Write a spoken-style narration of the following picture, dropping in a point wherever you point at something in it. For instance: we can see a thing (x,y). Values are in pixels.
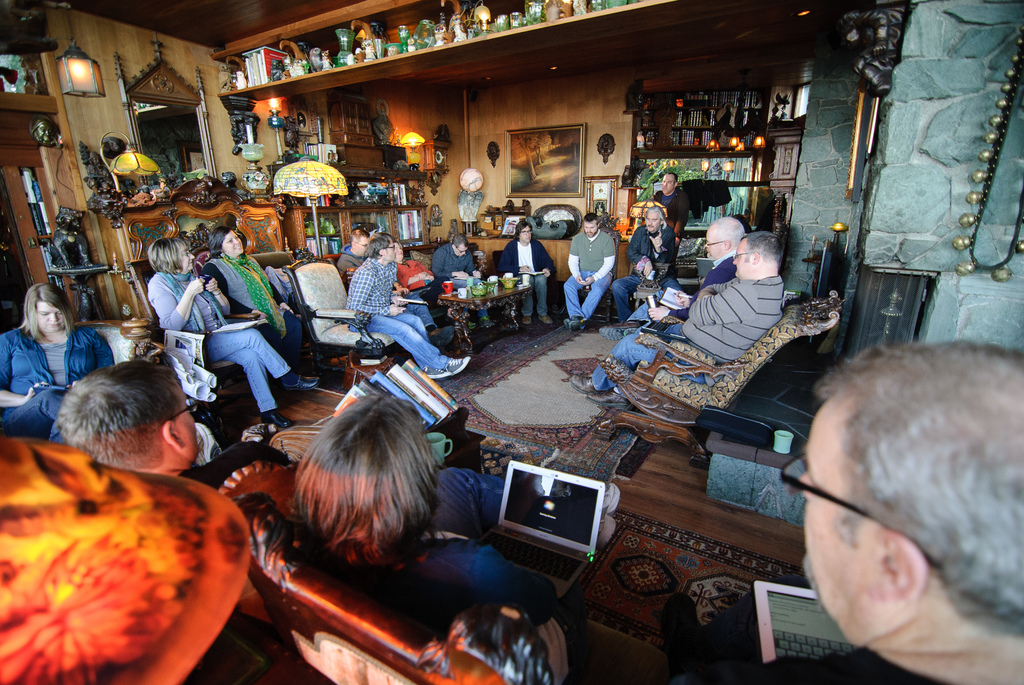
In this image we can see people (419,339) sitting and there are also people (443,470) with laptops (571,564). Image also consists of lamps (83,85), frame (580,170), mirror (178,130) and some other objects (349,197). At the top (361,32) we can see objects (400,36) placed on the wooden rack (577,36). At the bottom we can see a carpet (583,426) on the floor (678,485).
